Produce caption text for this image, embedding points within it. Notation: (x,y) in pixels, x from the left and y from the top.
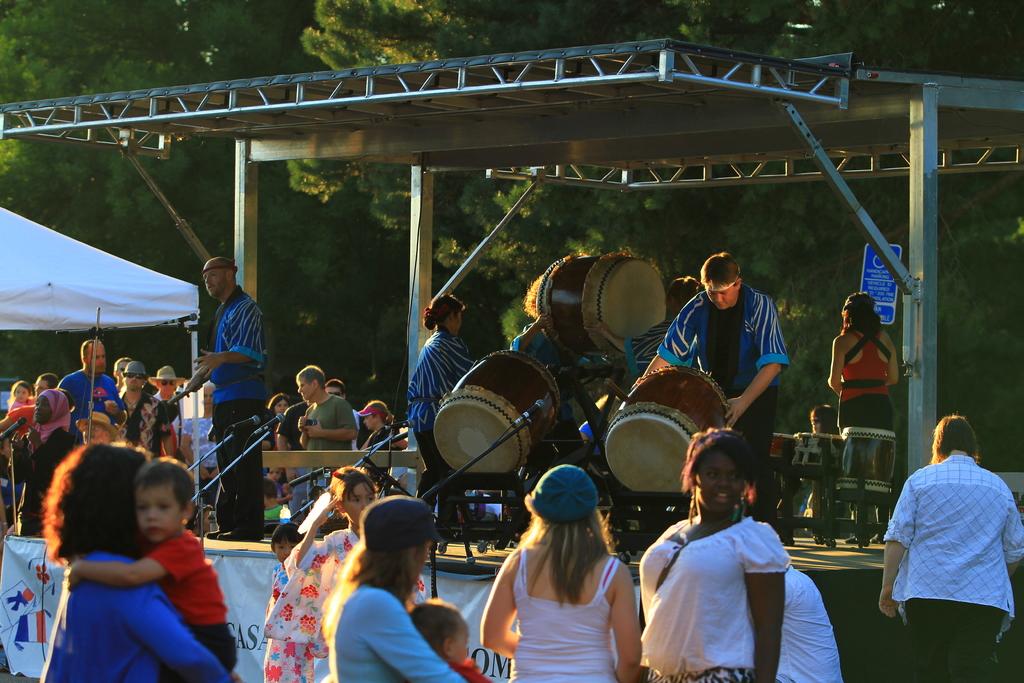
As we can see in the image there are trees (394,58), few people (147,569) standing here and there. On the right side (688,399) there are musical drums (537,369) and there are few mics (246,424) over here.
